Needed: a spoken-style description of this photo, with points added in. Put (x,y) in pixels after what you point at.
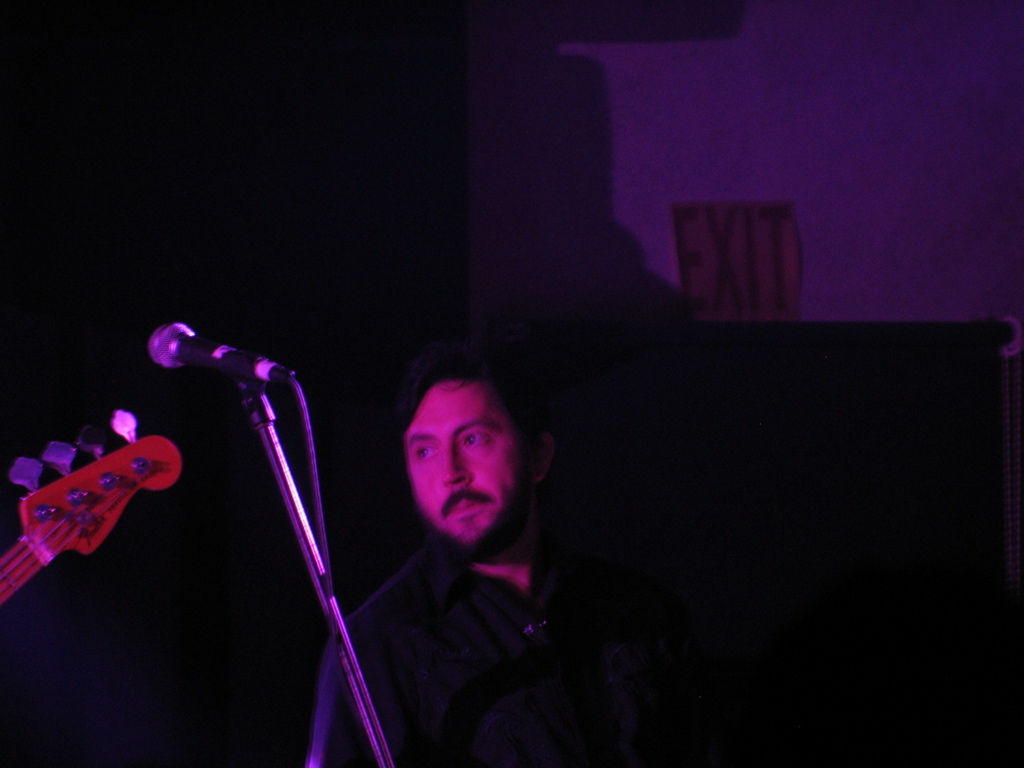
The photo is clicked inside the dark room (596,135). In the middle of this picture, we see a man (468,641) in black shirt (520,672) is standing. Beside him, we see a microphone (227,364) and a musical instrument (107,494).
